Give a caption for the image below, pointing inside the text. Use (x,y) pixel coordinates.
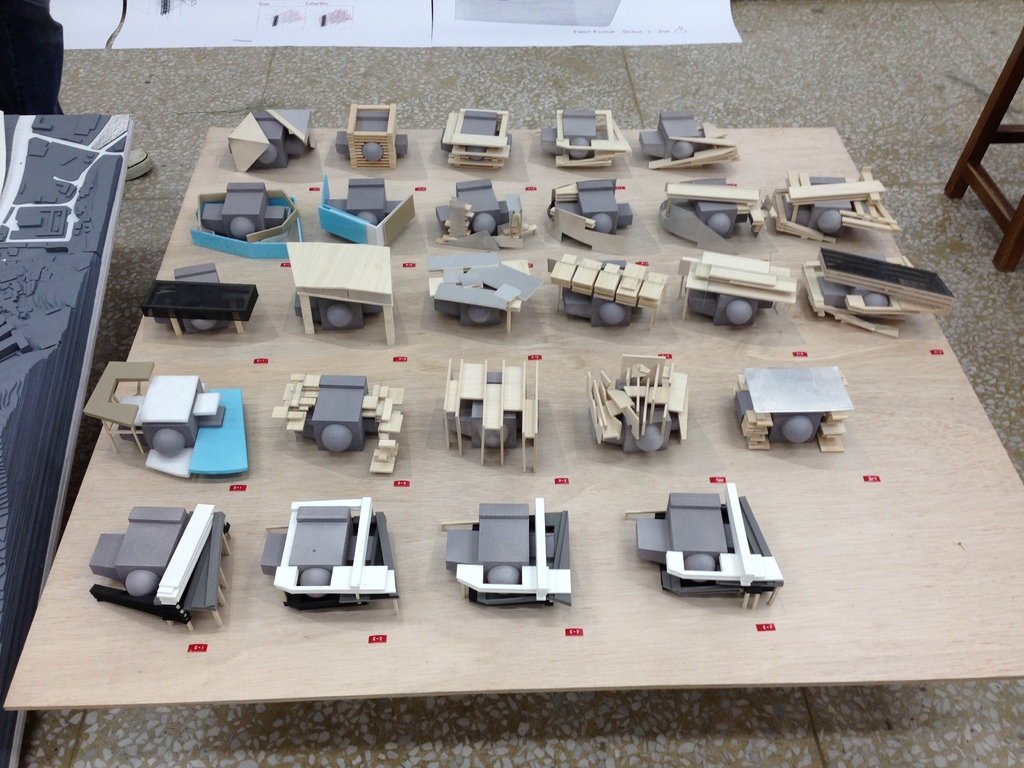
In this picture there is a wooden plank (653,469) with some objects (517,523) placed on it in straight lines, on to the right (972,151) there is a wooden chair (997,130), and there are some papers (607,20), and there is a person (39,49) walking here.
